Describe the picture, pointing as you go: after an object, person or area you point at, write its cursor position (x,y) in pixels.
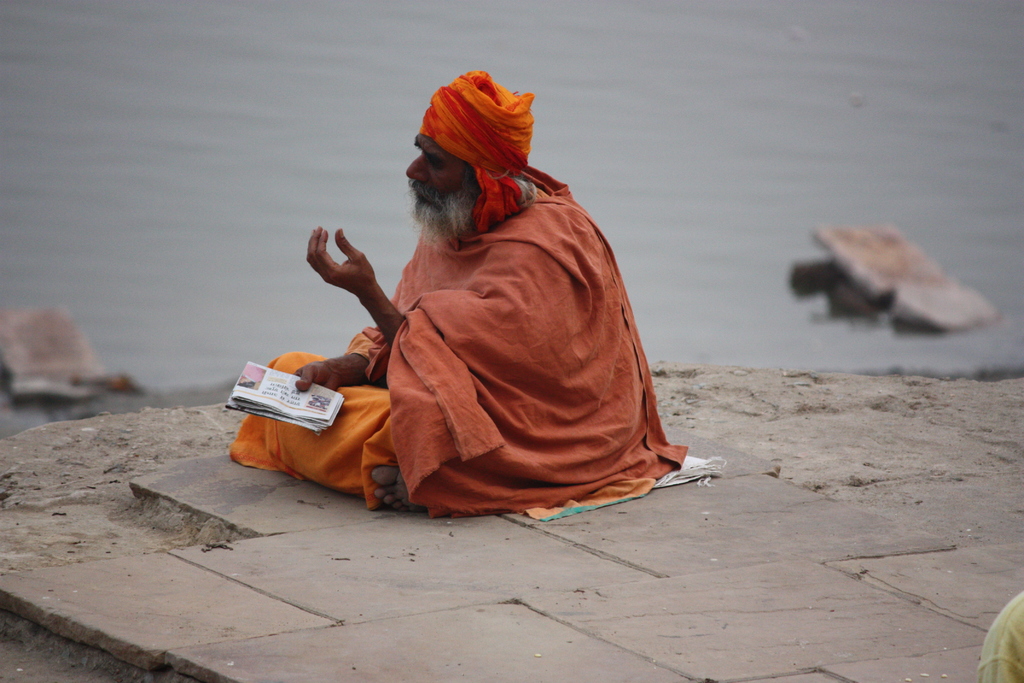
In this image there is a person (457,339) sitting on the ground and holding a paper (317,390) in his hand (349,382). In the background (352,132) there is a river (120,290).
